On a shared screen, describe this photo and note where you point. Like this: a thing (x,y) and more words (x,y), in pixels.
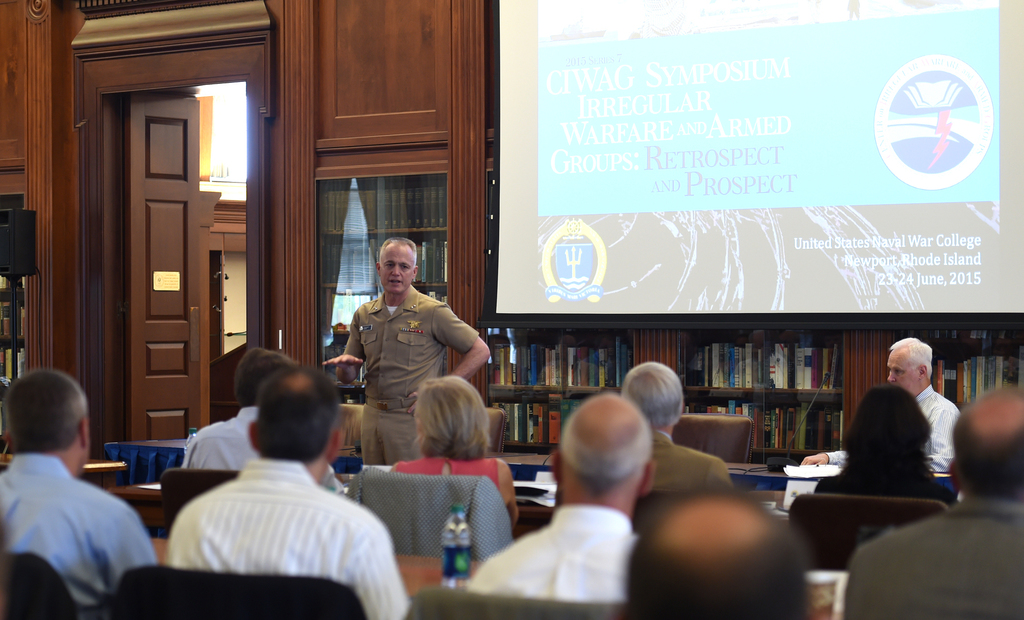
In this picture we can see few people (315,553) are sitting on the chairs (444,526), one person (381,330) is standing and talking, behind we can see a book shelves (563,364) and screen (594,243) on the board (717,130), behind we can see door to the wall (479,181).
